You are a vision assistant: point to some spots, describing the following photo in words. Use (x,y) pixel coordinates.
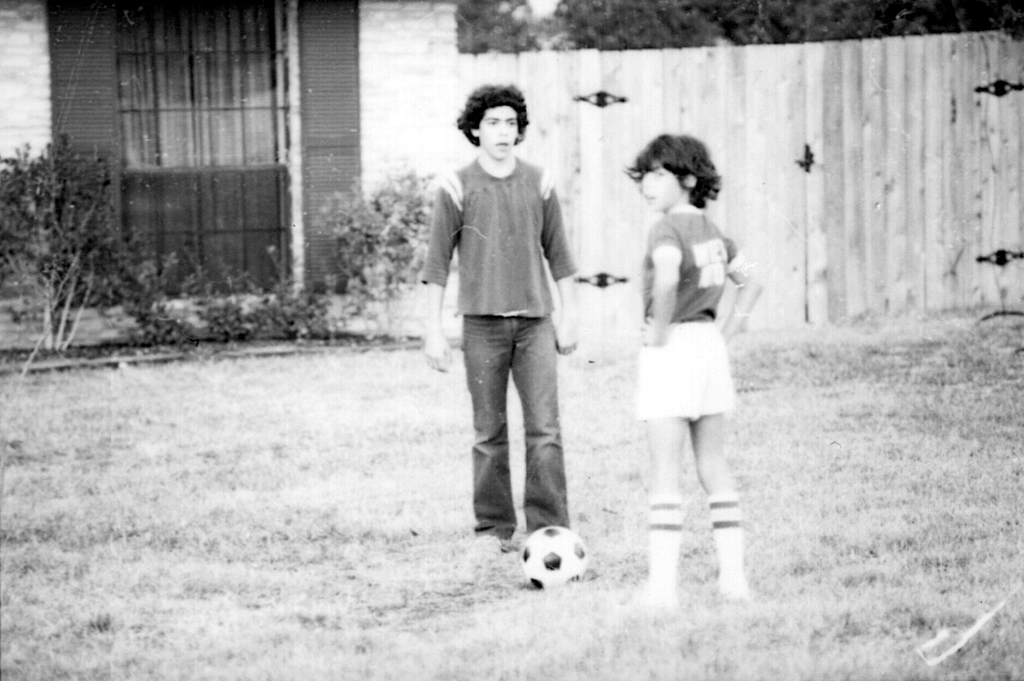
This picture shows couple of human (519,278) standing and we see a football (530,565) on the ground (299,559) and we see a house (416,15), plants (371,246) and grass (352,435) on the ground (504,579) and we see trees (793,32) and a wooden fence (576,152).
